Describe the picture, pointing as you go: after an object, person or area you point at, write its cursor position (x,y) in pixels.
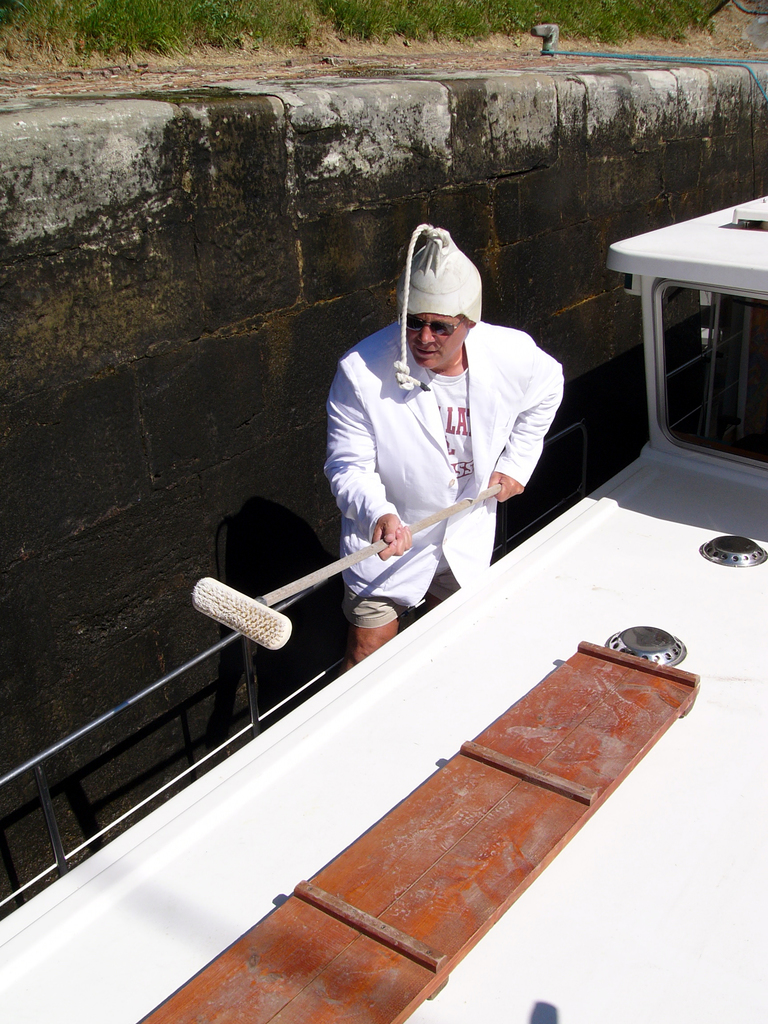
In the center of the image (402,485) we can see a man (496,475) is standing in a boat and wearing coat (474,400), goggles (447,331), hat (427,273) and holding an object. On the right side of the image (662,720) we can see a boat (692,874). In the background of the image (196,326) we can see a wall (205,297). At the top of the image (233,9) we can see the grass (418,22) and object (537,31), pipe (684,60).
